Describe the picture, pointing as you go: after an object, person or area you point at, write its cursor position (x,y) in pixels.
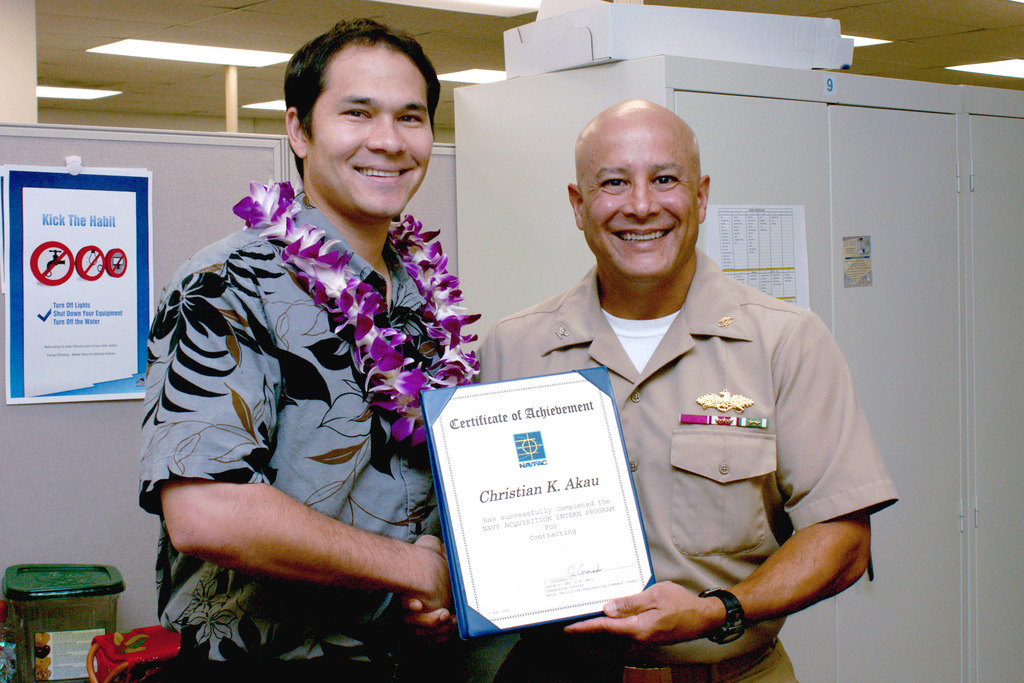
This picture shows the inner view of a room (217,74). There are some lights (232,53) attached to the ceiling (40,44), one pole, one pillar (10,19), two stickers (857,266) with text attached to the cupboard (847,92), some objects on the bottom left side (113,669) corner of the image, one white cupboard (827,148), one paper (766,207) with text (781,252) attached to the cupboard (774,184), one sticker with a number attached to the cupboard (818,199), one poster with text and images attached to the wall (249,150) near the pillar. There is one man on the right side of the image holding a certificate (548,578), one flower garland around the man's neck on the left side of the image (191,670), two men (283,270) standing and handshaking.
